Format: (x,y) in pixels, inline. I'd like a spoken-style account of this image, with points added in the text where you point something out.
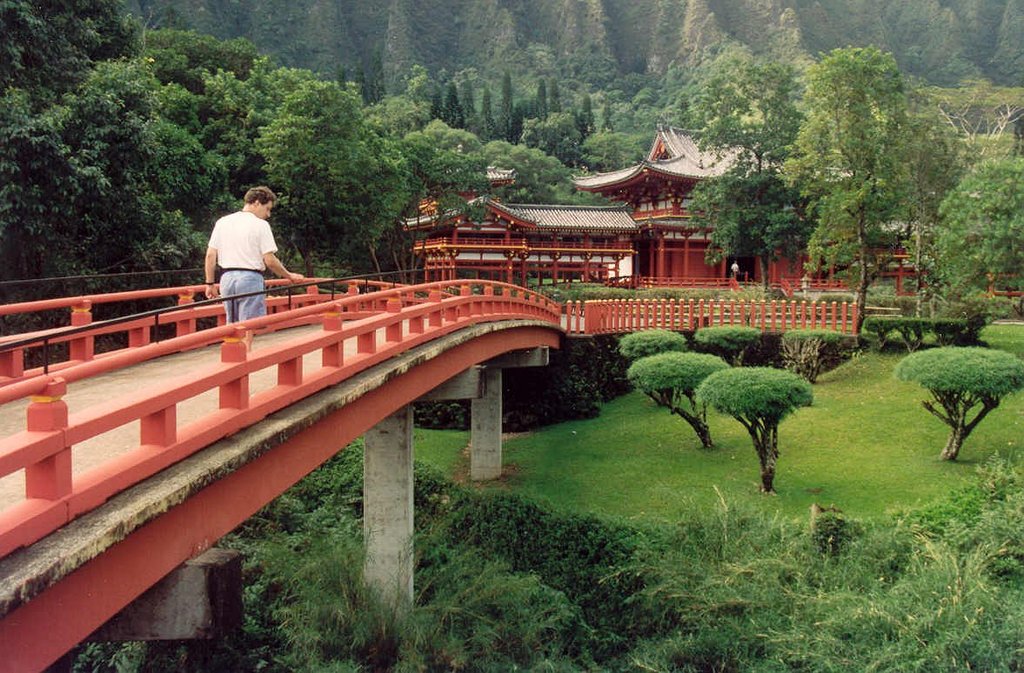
In the picture I can see a man (244,300) is standing on the bridge (210,390). In the background (474,259) I can see houses (560,253), trees (361,215), the grass (664,418), plants (903,326), fence (663,310) and some other objects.
